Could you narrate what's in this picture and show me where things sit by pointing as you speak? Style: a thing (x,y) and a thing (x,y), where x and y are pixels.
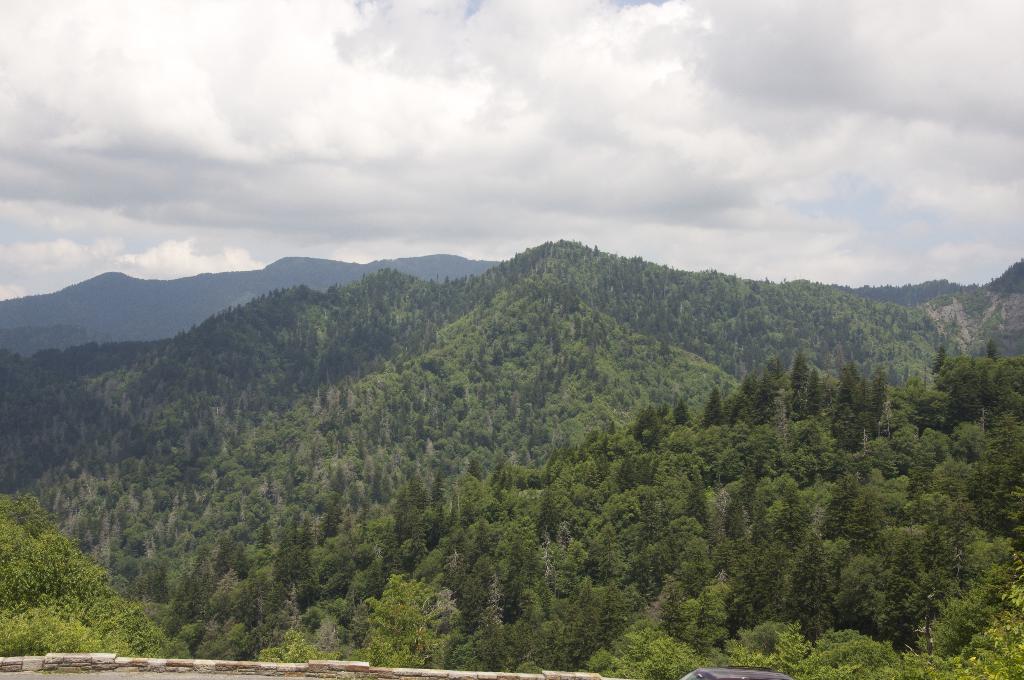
In this image in the front (360,679) there is wall (471,675) and there is an object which is black in colour. In the background (396,351) there are trees (566,352) and mountains (470,316) and the sky (532,95) is cloudy.
